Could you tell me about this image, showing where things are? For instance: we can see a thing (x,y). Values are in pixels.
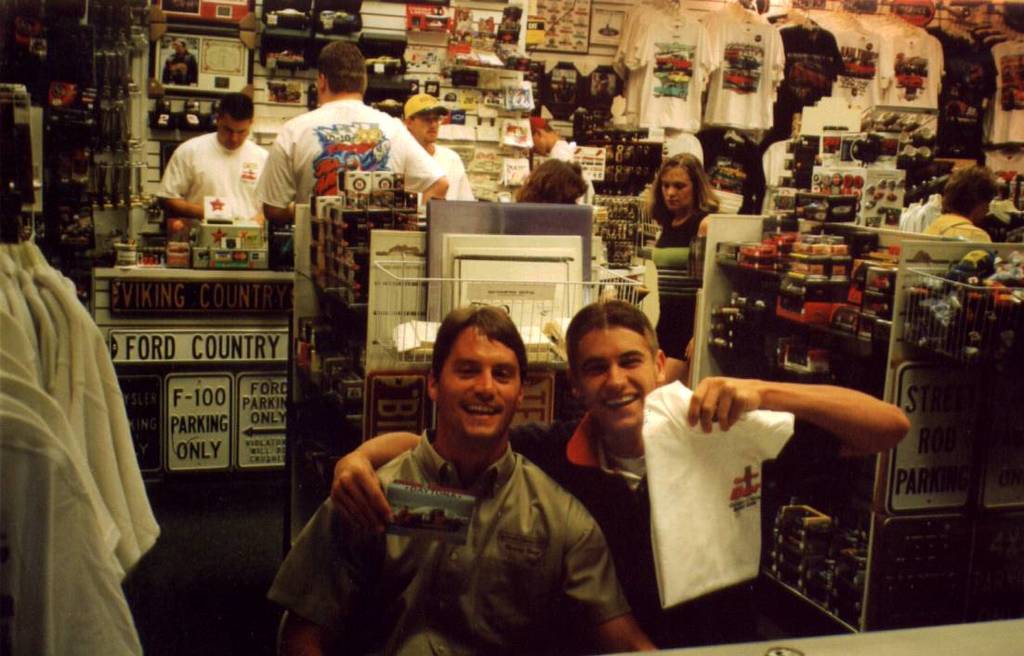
This picture shows a few people (362,162) standing and couple of them (480,636) seated and a man (742,390) holding a t-shirt (673,582) in his hand (761,389) and we see few clothes (720,120) hanging and we see couple of woman (694,216) standing and we see a man (408,105) wore a cap (430,118) on his head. It is an inner view of a store (704,328).
